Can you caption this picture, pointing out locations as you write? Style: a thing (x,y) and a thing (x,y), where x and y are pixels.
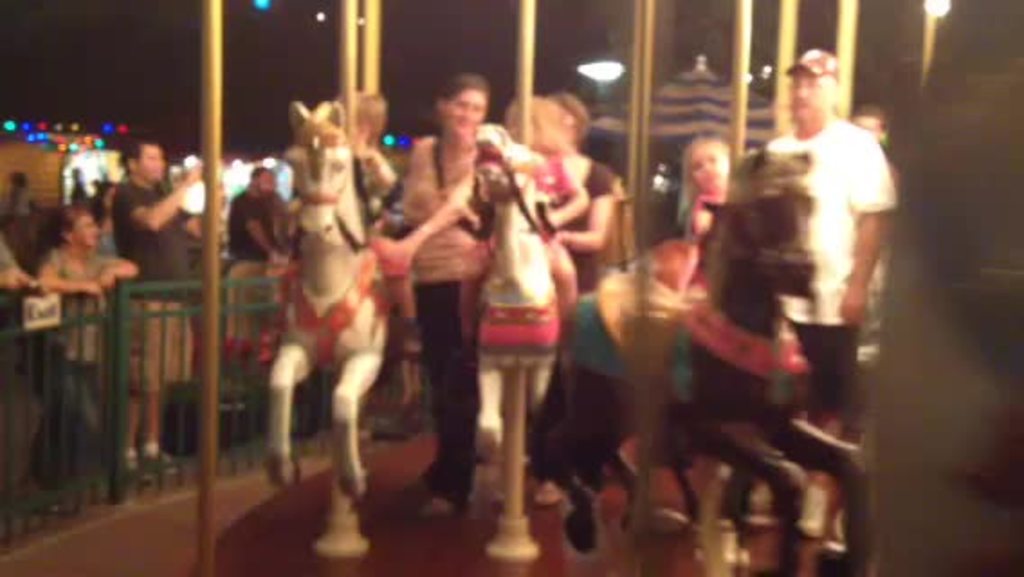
In this image I can see there are persons (383,272) standing. And few persons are sitting on a playing horse (337,190). And few persons (95,256) are watching. There is a fence (118,361), Shed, Pole (202,86) in between horse (518,200). And there are a tent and lights (59,145).
